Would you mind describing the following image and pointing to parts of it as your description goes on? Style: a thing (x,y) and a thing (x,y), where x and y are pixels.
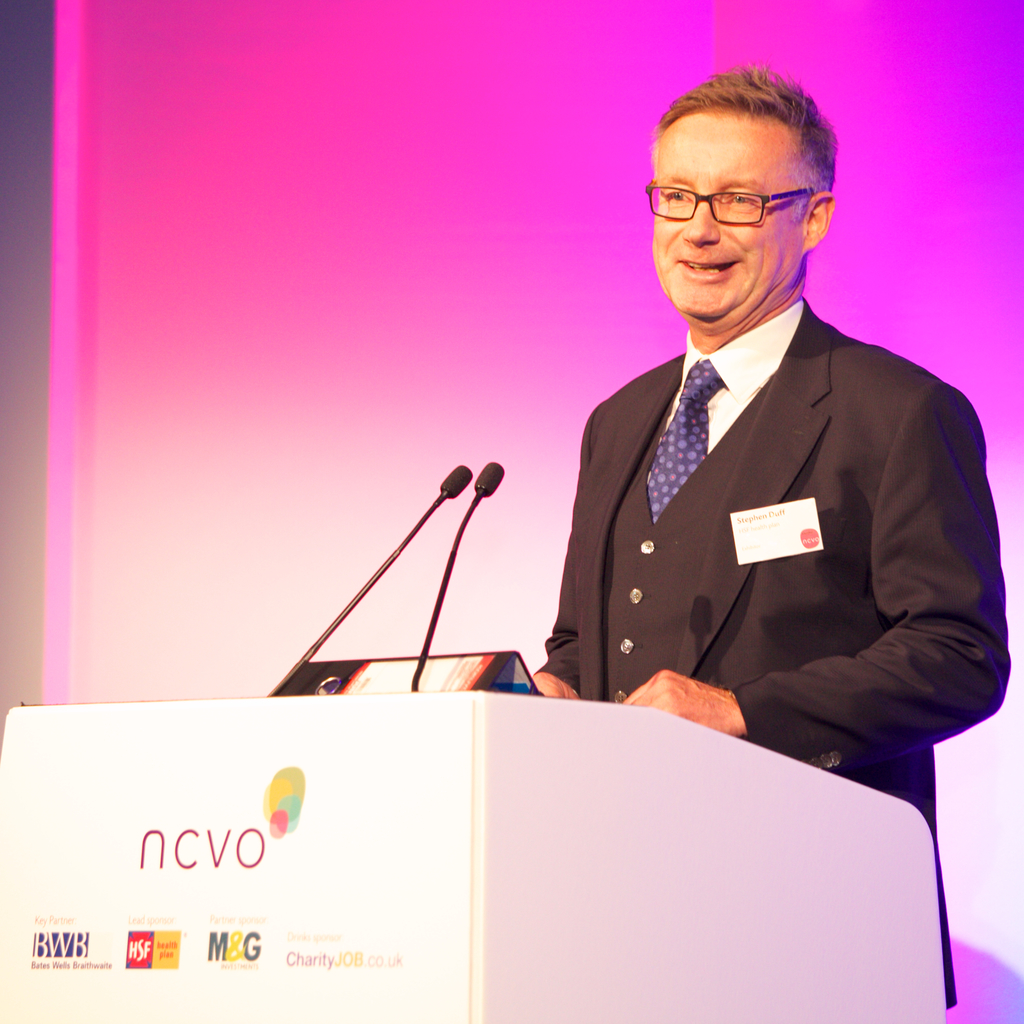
In this image I see a man (855,410) who is wearing black suit (868,440) and I see mics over here and I see a podium (902,955) which is of white in color and I see few words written on it and I see that this man (670,274) is smiling and I see a paper (811,548) over here and it is pink and white in color in the background (529,419).
